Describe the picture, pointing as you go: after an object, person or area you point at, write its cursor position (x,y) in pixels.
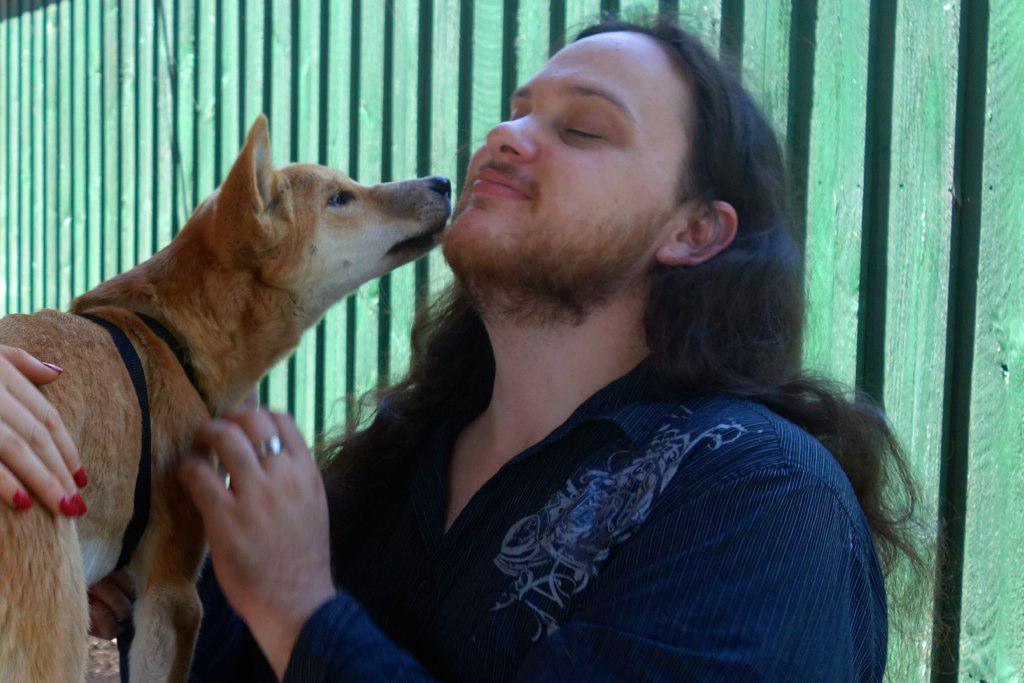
This picture shows a man (534,294) standing and holding a dog (236,309) with his hand (242,439) and we see another human hand (58,434) on the dog (85,513) and we see a wooden fence (966,515).
